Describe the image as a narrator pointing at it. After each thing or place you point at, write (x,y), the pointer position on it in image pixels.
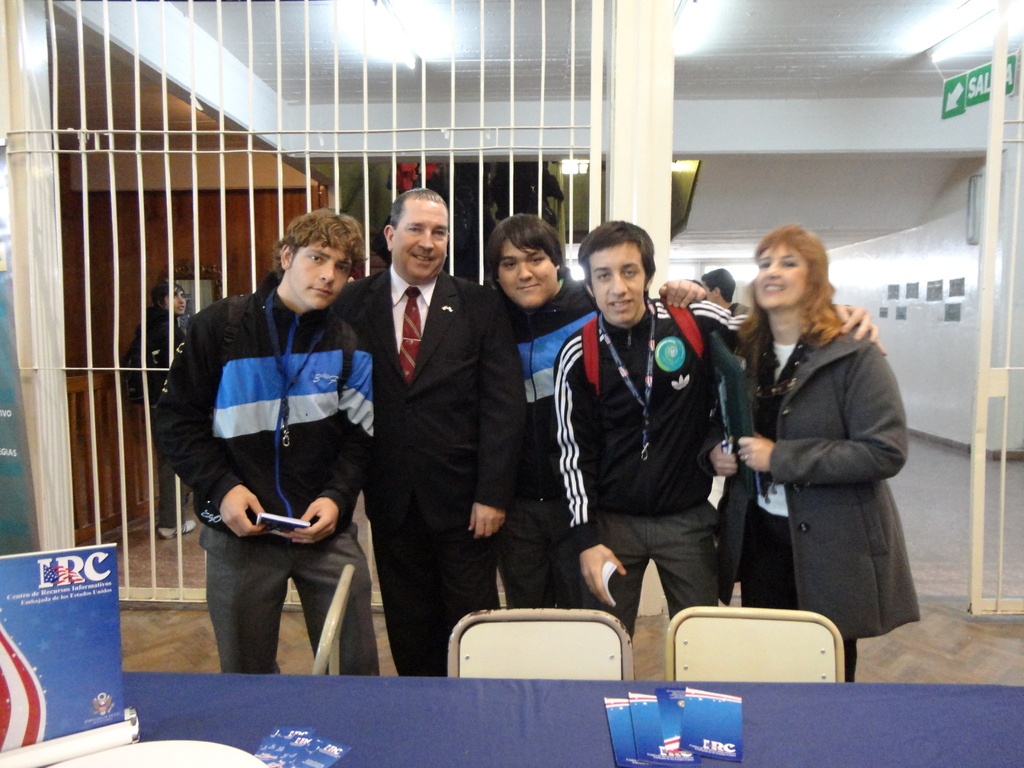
In this image in the center (531,427) there are a group of people (524,385) standing, and some of them are wearing bags (585,366). At the bottom (533,744) there is a table (982,732), chairs (737,671) and some boards (78,644), and in the background (889,335) there are some grills (336,120), pillars (634,101), pole (985,364), boards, wall (866,260) and some lights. At the top (753,66) there is ceiling (779,85) and lights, at the bottom (949,562) there is floor (940,552).
